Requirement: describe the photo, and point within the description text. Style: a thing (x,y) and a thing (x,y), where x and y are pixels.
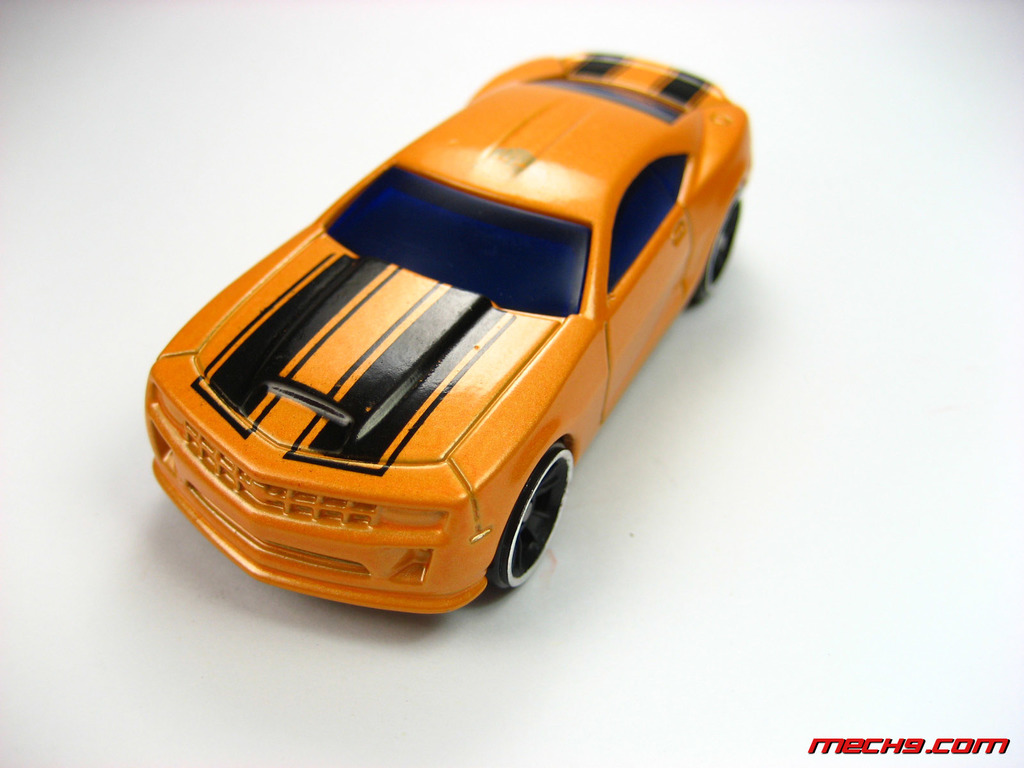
In the middle of this image (600,262), there is a orange color toy vehicle (581,58) on a surface (655,468). On the bottom right (842,752), there is a red color watermark (823,746). And the background (19,107) is white in color.
